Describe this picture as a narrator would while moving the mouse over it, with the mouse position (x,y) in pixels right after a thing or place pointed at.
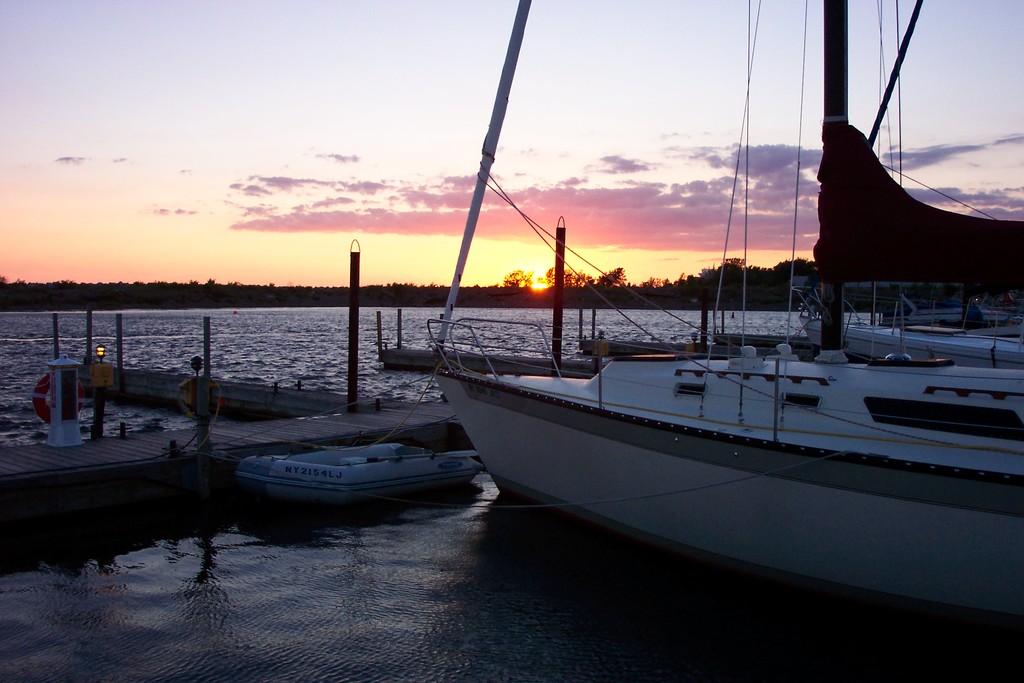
In this image there are boats (421,480), in front of the boats (579,449) there is a platform (136,443) with lamps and metal rods (353,396), in front of the platform (277,425), there is a river (180,330), on the other side of the river (538,332) there are trees (677,286), in the background of the image (539,274) there is sun (545,285), at the top of the image (592,195) there are clouds (628,195) in the sky (715,226).
